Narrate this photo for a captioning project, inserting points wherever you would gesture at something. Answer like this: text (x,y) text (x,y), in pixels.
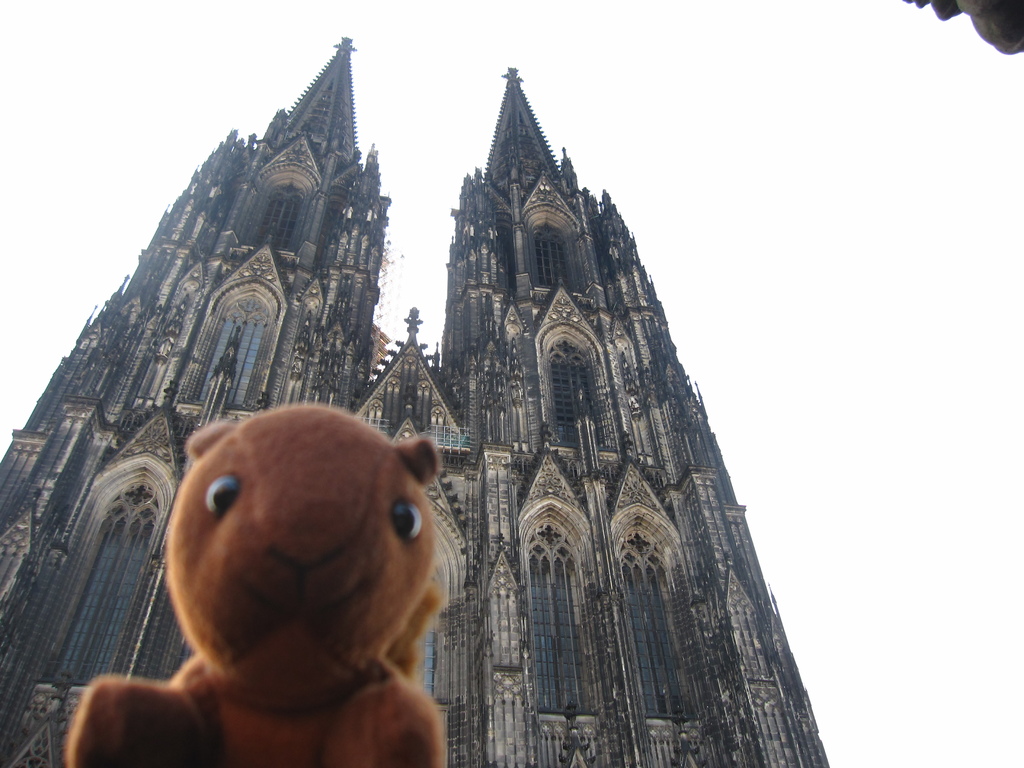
There is a soft toy (326,757). At the back (470,681) there are buildings (560,446).
